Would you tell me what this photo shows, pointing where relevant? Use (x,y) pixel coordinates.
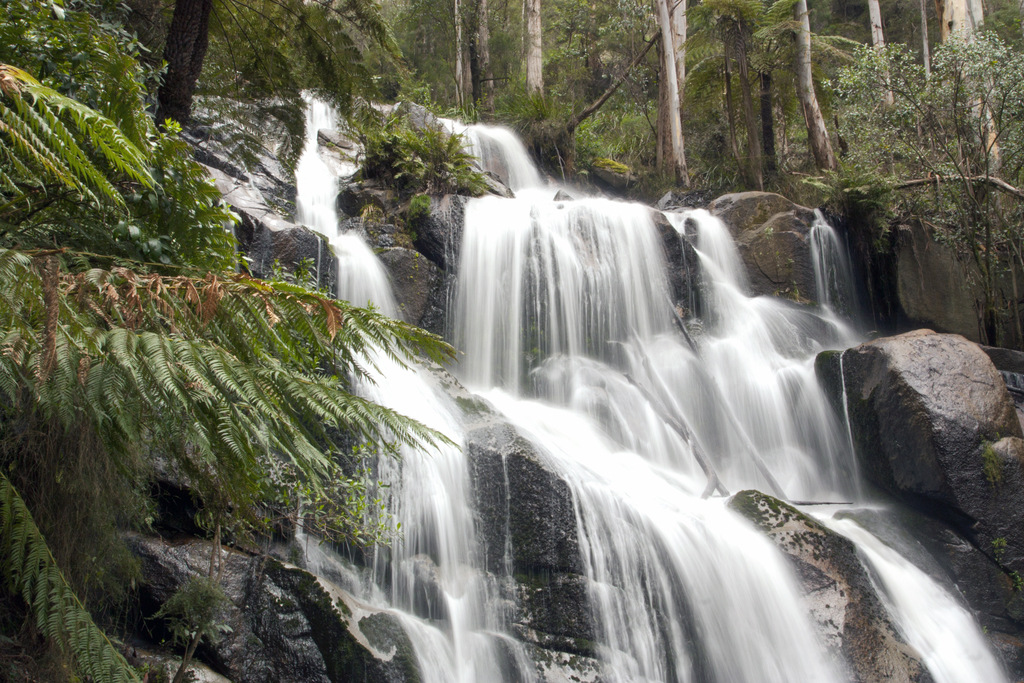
In the image I can see a waterfall (735,395) and also I can see some trees (861,47) and plants (97,555).
